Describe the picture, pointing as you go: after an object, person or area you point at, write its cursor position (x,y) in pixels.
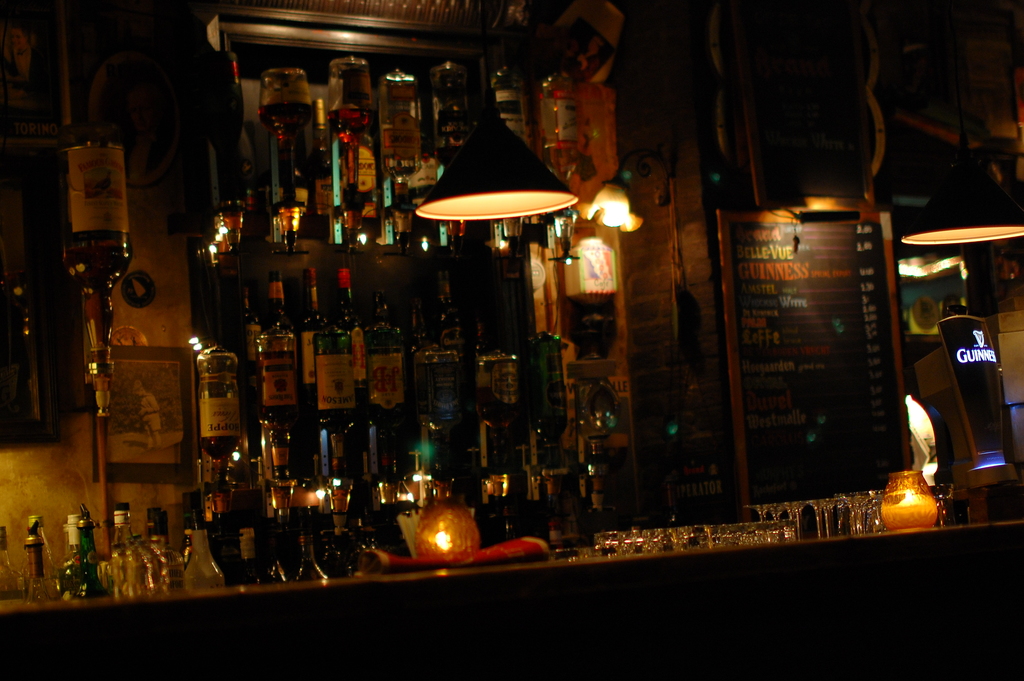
In this image we can see wine bottles (70,560) and glasses (608,543) in the shelf unit (375,56), beside that we can see a photo frame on the wall (689,216). And we can see the menu board (818,336) on the right hand side (827,263), beside that we can see hanging lamps (530,199). And we can see candle lights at the bottom (935,504).
